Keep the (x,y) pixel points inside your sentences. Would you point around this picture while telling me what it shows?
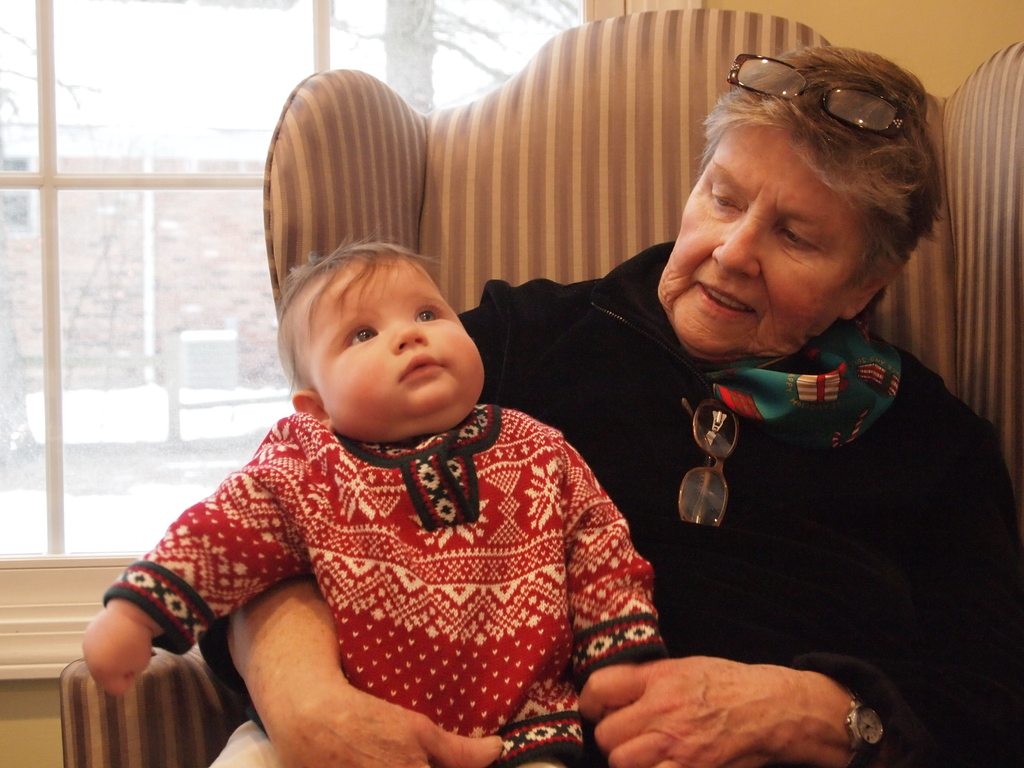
In this image, we can see an old person (738,598) holding a baby (413,587) and sitting on the chair (970,219). Background (76,526) we can see wall (870,33) and glass window (94,203). Through the glass window (135,418), we can see the outside view (129,381). Here we can see wall (103,283), pole (151,273), trees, snow (187,410), box (221,371) and window (29,219).
